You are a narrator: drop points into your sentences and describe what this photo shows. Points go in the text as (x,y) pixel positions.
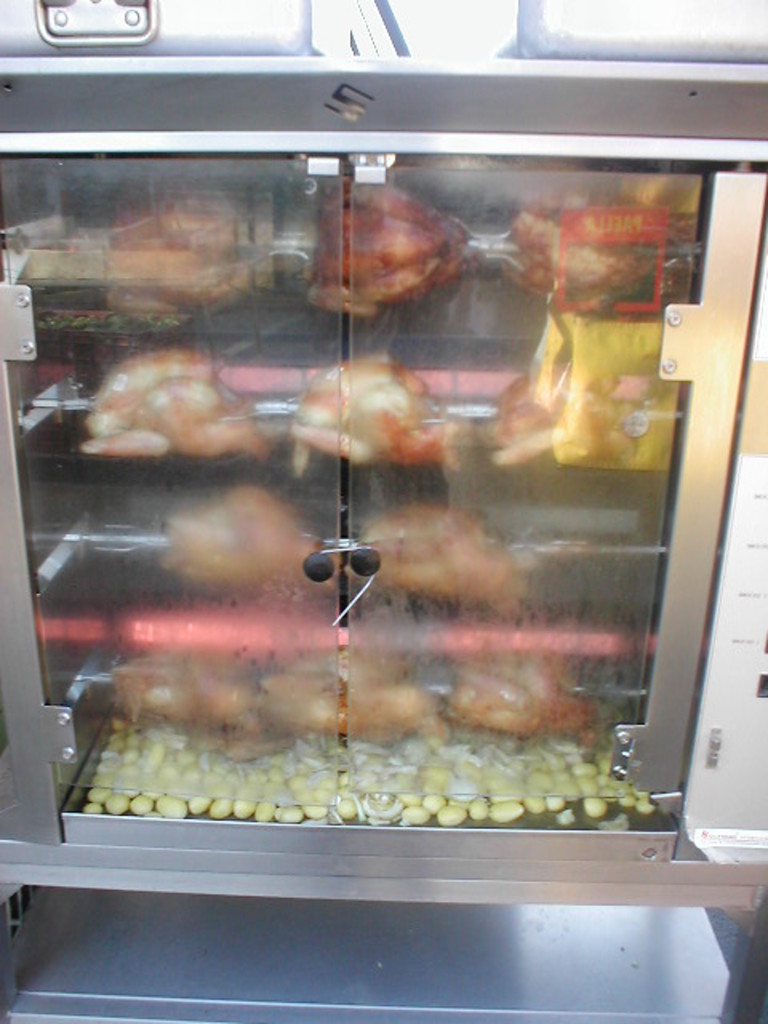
In the center of this picture (498,587) we can see a cabinet (51,703) containing many number of food items (445,775) and we can see there are some other objects (475,919).
